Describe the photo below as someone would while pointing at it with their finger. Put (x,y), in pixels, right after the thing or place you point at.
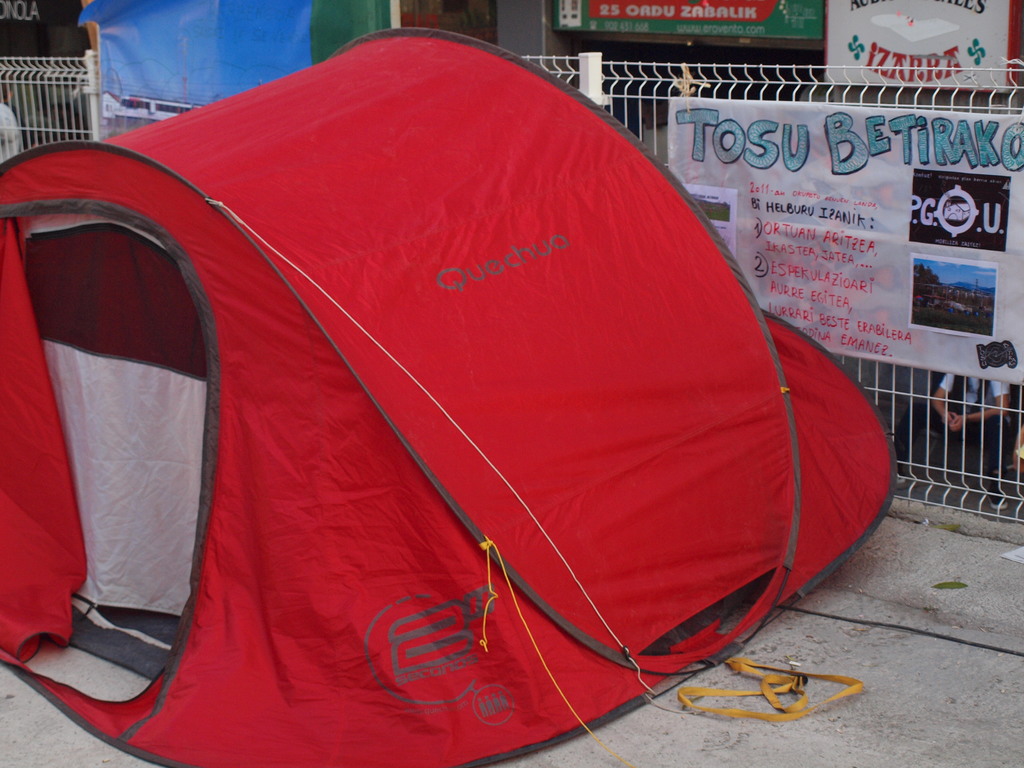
It is a tent (533,390) which is in red color, on the right side (874,93) it is an iron grill (614,97).
